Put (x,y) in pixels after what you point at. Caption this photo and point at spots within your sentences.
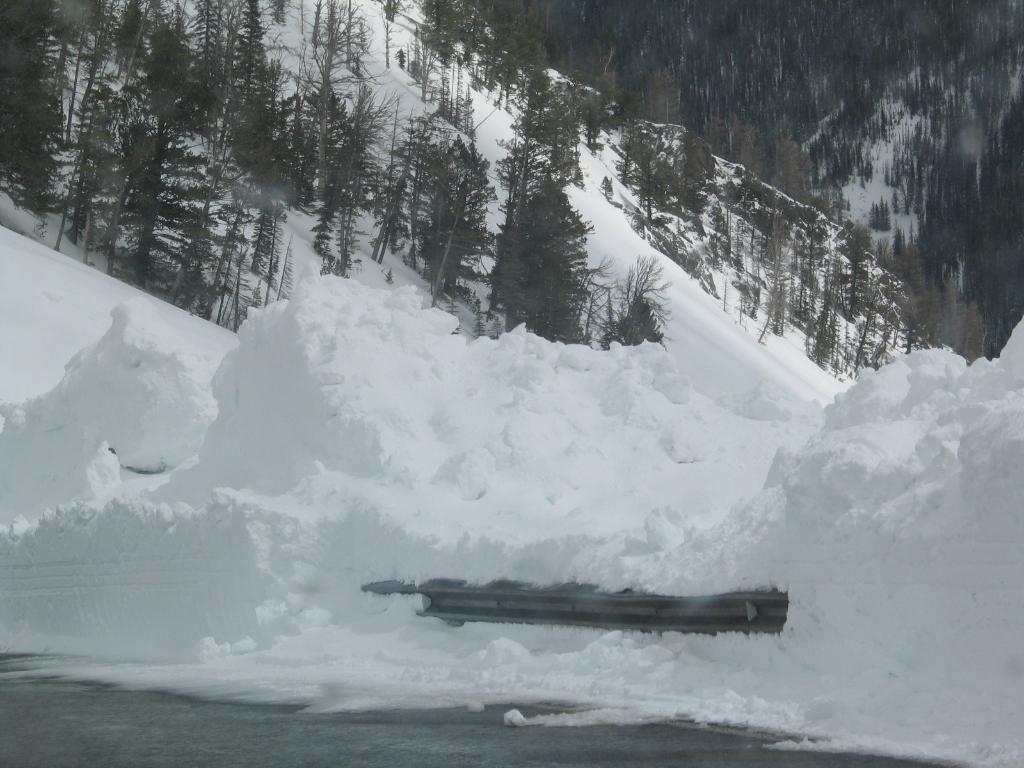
In this image there is snow (563,543) at the bottom (627,584). At the top (449,141) there is a mountain (418,68) on which there is snow (368,65). In the snow (368,65) there are trees (521,216).
